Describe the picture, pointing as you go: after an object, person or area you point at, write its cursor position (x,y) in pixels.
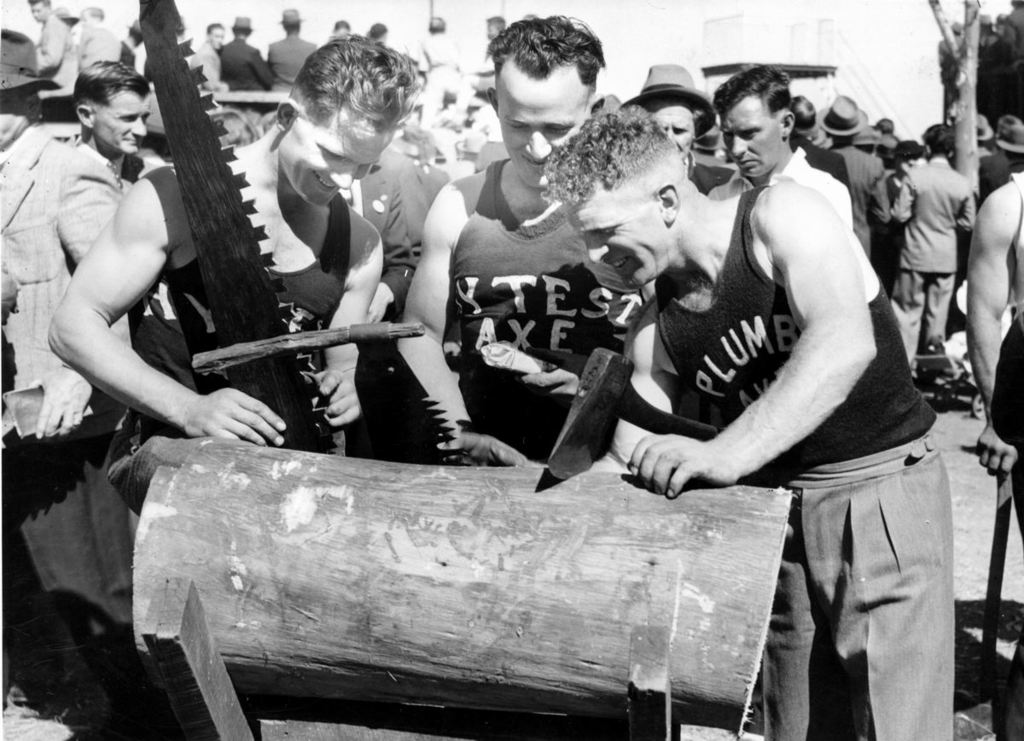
This is a black and white image. In the center of the image (464,275) we can see many persons (293,131) standing at the wood (496,565). In the background (65,32) we can see persons (73,202), building (883,82) and trees (973,72).
